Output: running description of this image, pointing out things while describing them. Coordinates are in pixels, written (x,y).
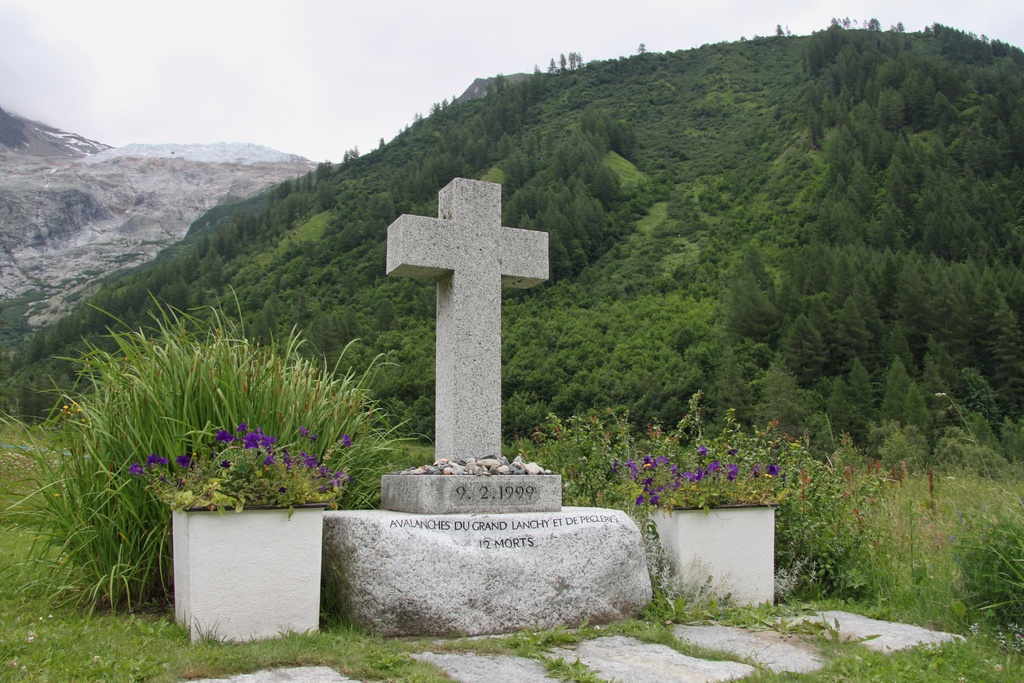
In the center of the image (485,243) there is a memorial (344,564). There are flower pots (293,514). In the background of the image (751,66) there are mountains (272,172). There are trees (719,257).
